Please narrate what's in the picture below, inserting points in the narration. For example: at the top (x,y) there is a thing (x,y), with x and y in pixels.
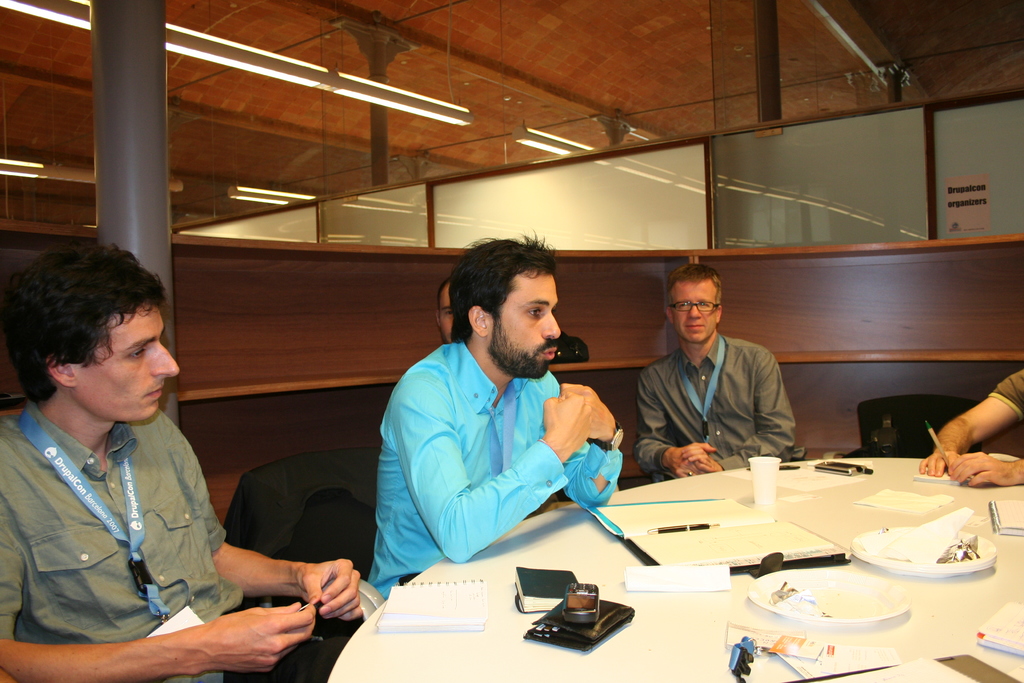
This picture is of inside. On the right corner (850,512) there is a table (842,520) on the top of which books (716,553), pen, glass (762,504) and plates (897,560) are placed. On the right corner (984,415) there is a man (997,421) seems to be sitting. In the center (488,322) there is a man (473,401) wearing blue color shirt (467,429), sitting on the chair (368,509) and talking, beside him there is a man (717,398) wearing spectacles (708,304) and sitting on the chair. On the left corner (134,490) we can see a man (159,511) sitting on the chair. In the background (128,45) we can see a pillar (144,95) and windows (740,194).
